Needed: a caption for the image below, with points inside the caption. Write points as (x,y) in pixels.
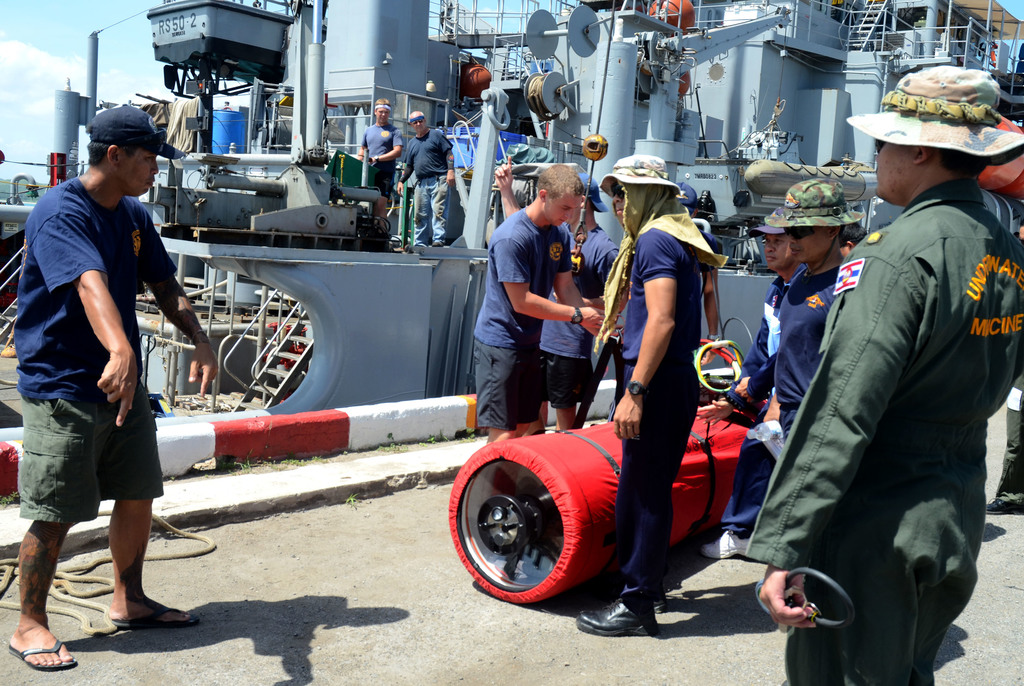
In this image there are a group of people (538,393) who are standing, and in the foreground (667,317) there are a group of people (691,340) who are standing near some object (571,492). In the background (232,239) there are some machines (551,109), ships (318,289), ropes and some other objects (65,147). At the bottom (353,631) there is a floor (433,603), on the floor (173,603) there is a rope (16,574) and at the top of the image (42,38) there is sky (19,75).
